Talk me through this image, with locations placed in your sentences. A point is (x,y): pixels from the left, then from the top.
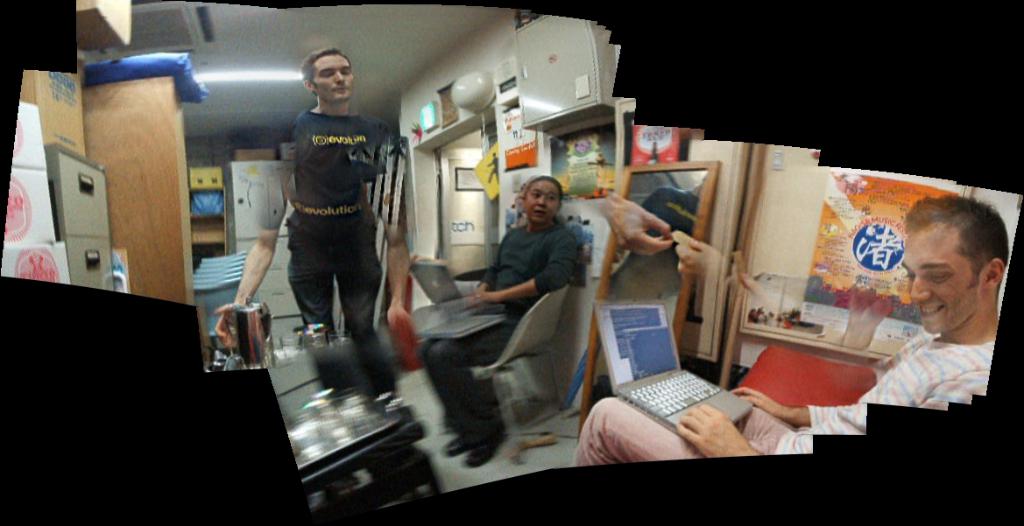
In the image few people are sitting and smiling and holding laptops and a man (308,182) is standing. Behind them there is a wall (410,120), on the wall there are some posters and cupboards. At the top of the image (202,33) there is ceiling (231,12) and light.
